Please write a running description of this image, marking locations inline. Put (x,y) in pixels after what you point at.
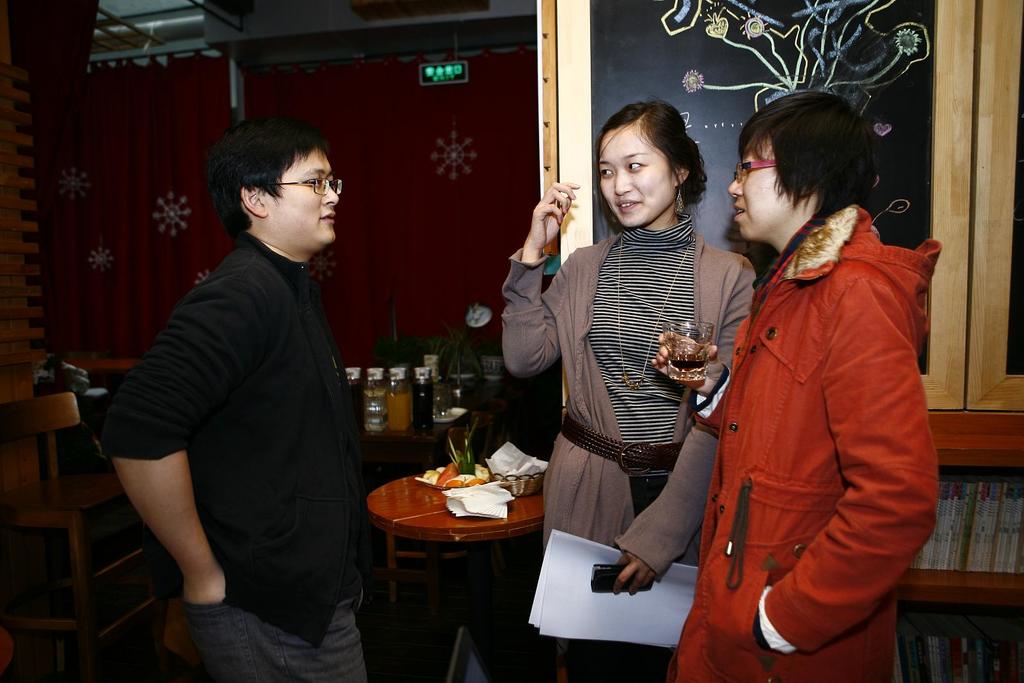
In this image I can see three people (333,358) are standing. This is an inside view. At the back of these persons (282,530) there are few tables (428,485) on which few bottles (399,398), tissue papers (494,494) and few bowls (511,478) are placed. This person (799,327) is holding a glass (686,348) in hand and this person (602,391) is holding a paper (578,611) and mobile (604,579) in her hand (631,561).
